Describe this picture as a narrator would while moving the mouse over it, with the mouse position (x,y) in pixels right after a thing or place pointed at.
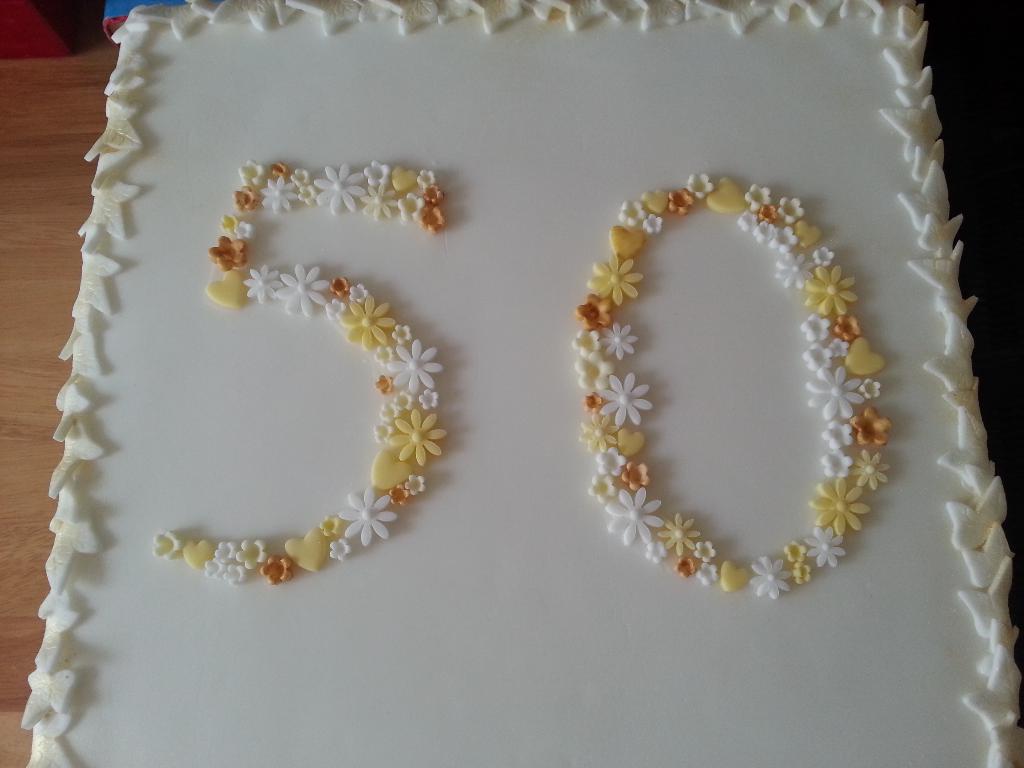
In this image there is a cake (246,255) on the table (74,236). On the cake (227,460) there is cream (305,542) carved in the structure of flowers (627,465) and leaves (62,550).
